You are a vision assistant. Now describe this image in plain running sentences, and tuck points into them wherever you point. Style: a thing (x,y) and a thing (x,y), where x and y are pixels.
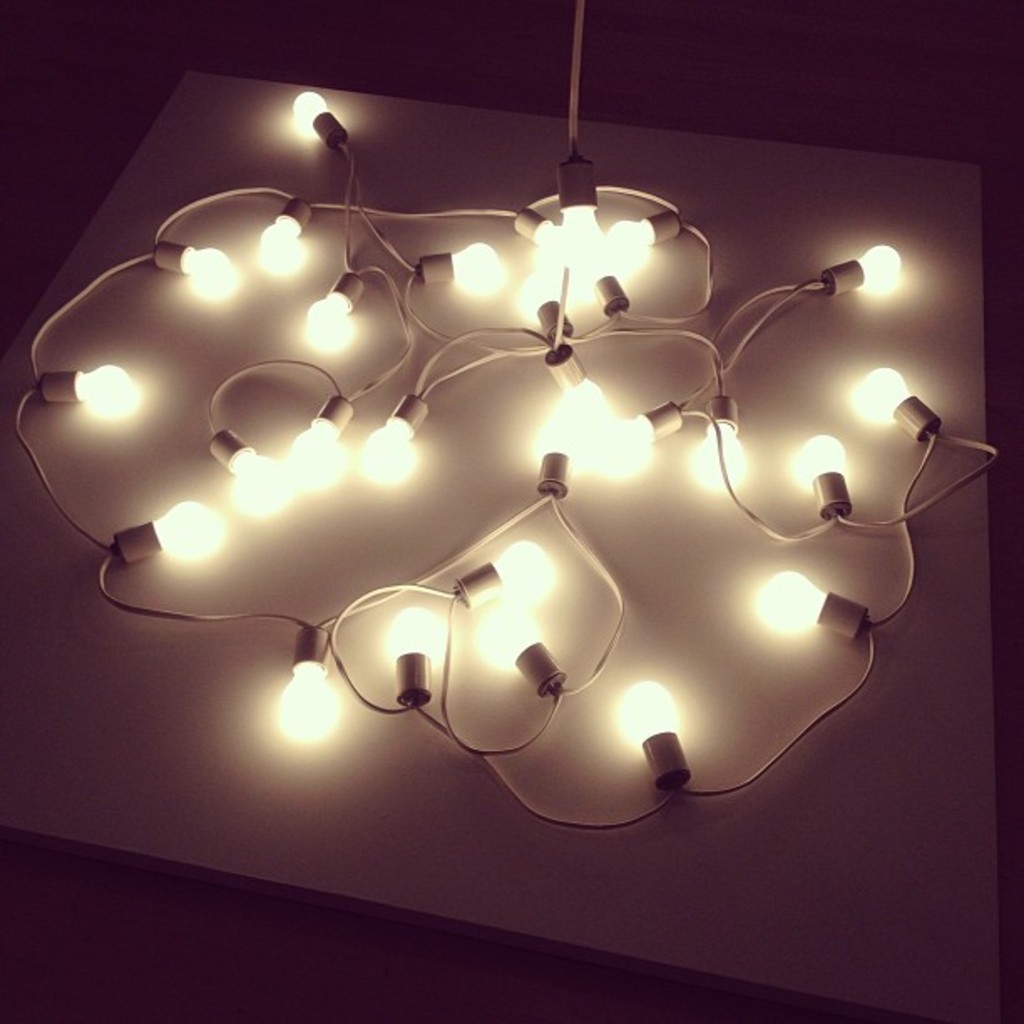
This is an image clicked in the dark. Here I can see few light bulbs (174,526) along with the cables (396,300) on a white surface (337,876).
